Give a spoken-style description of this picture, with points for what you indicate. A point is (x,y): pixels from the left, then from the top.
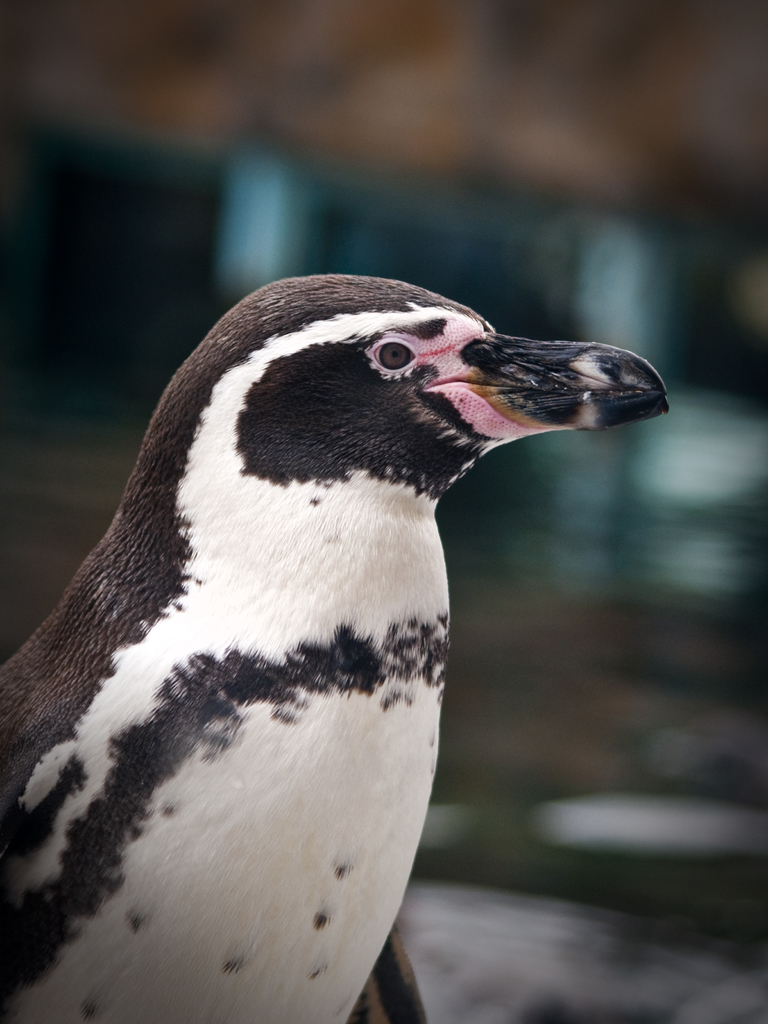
In this image, there is a bird (340,570) on the blur background.
